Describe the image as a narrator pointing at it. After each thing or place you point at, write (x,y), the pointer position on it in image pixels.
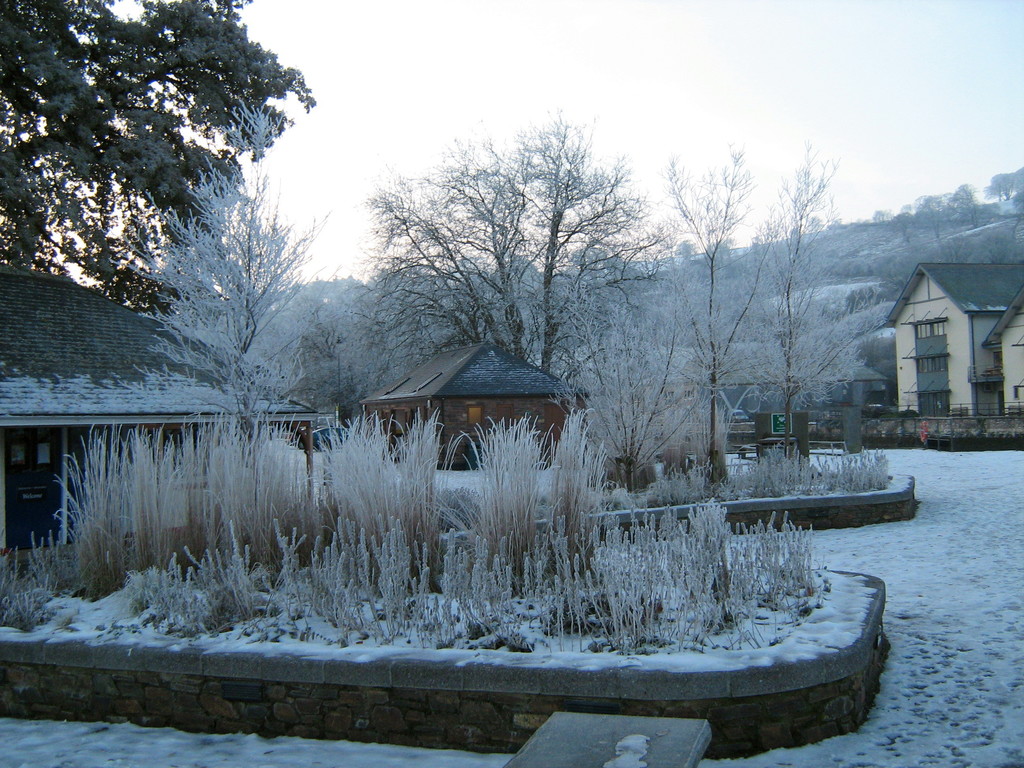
In this image we can see the houses (967,335). And we can see the snow (904,640) on the ground (913,681). We can see the surrounding trees (514,166) and plants (697,520). At the top (356,178) we can see the sky (386,157).
